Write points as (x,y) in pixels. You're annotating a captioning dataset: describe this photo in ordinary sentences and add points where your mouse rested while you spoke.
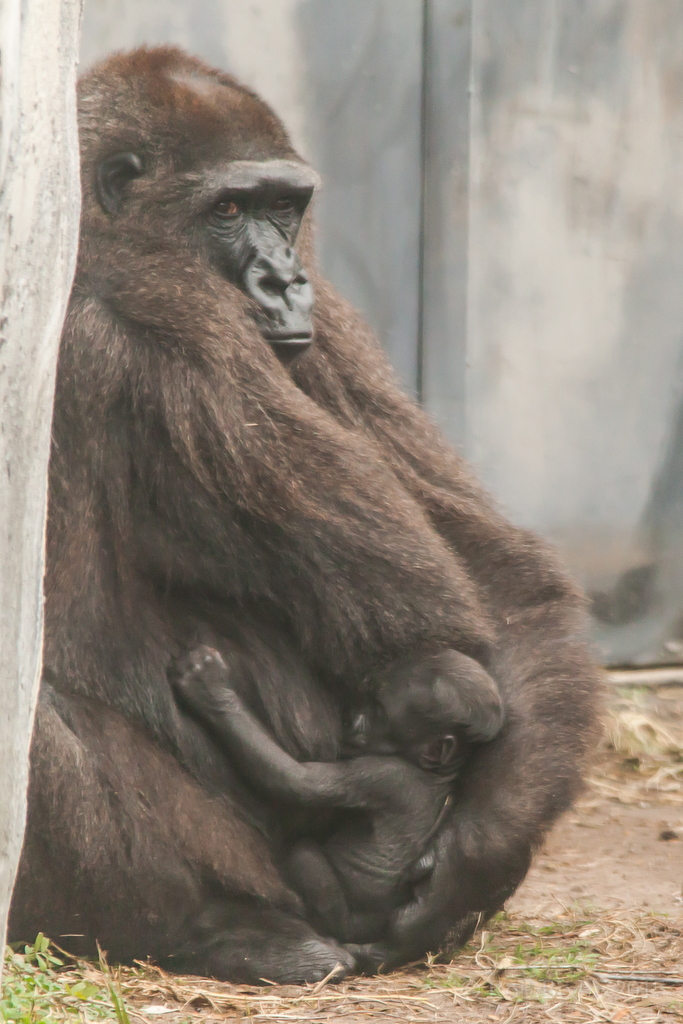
In this image we can see a gorilla (421,478) and an infant (410,752). In the background of the image (625,158) there is a wall (437,115). At the bottom of the image (354,982) there is the ground (241,1010).
